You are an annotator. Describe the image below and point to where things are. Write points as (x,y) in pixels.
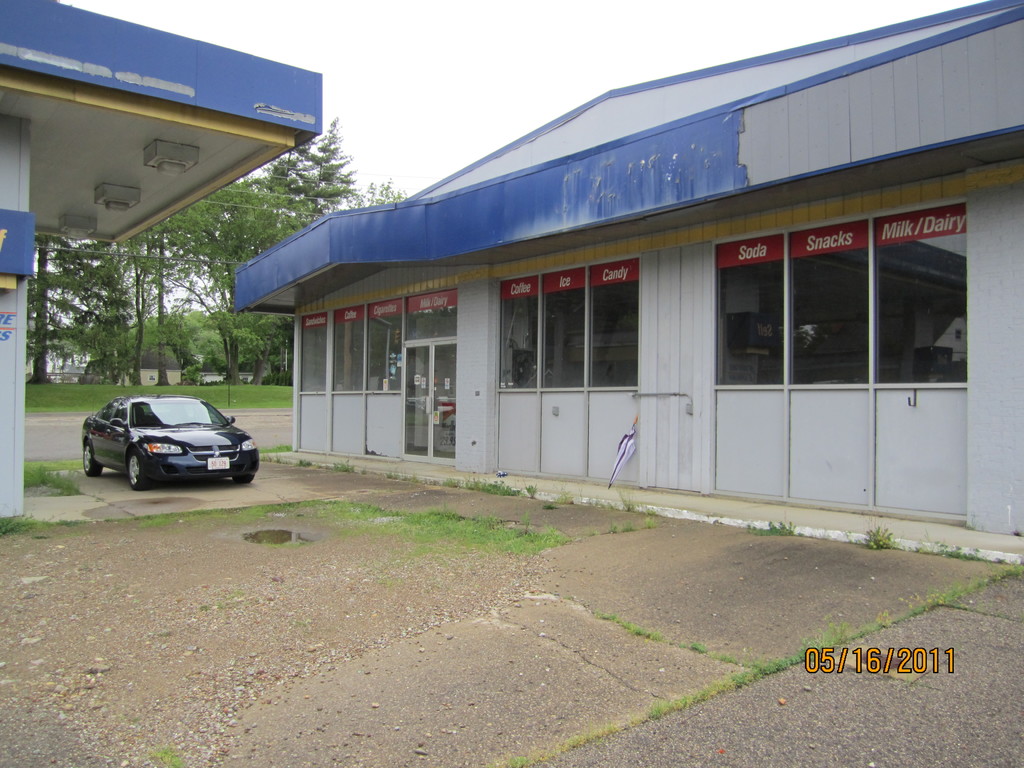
In this image I can see a building (578,459), Umbrella (616,472) and a car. And at back (232,219) side there are trees (223,236), Grass (278,404), Road (74,425) and a sky (164,4).
